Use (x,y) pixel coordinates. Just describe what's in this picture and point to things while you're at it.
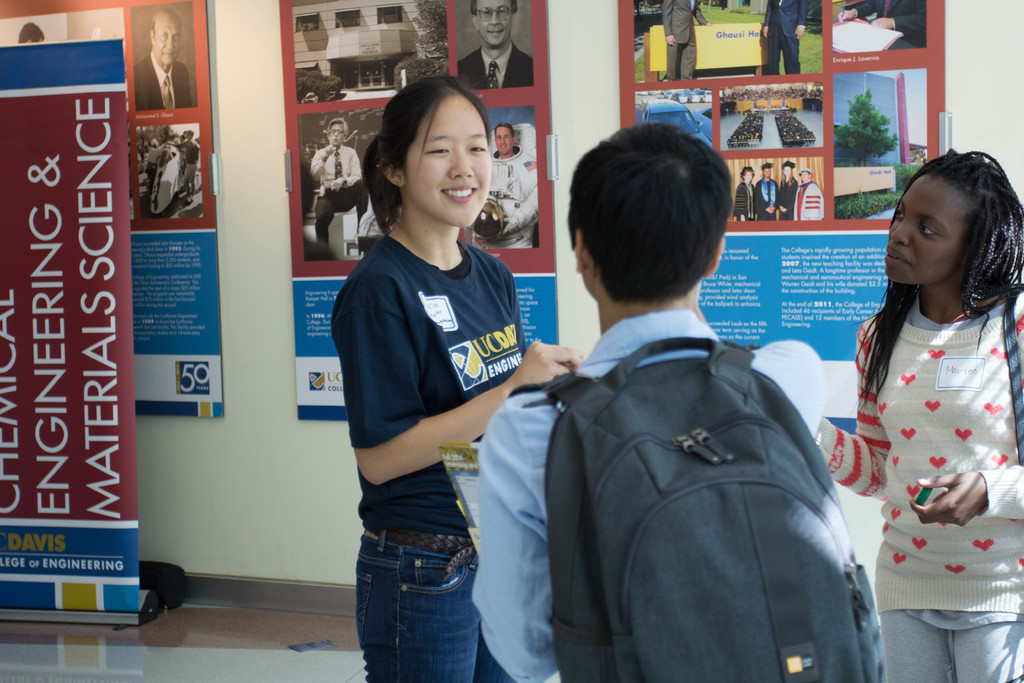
In this picture I can see there are three people (599,284) standing here and the person (491,329) on to left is smiling, she is wearing a blue shirt (421,328) and there is something written on it. The person (698,471) here is wearing a bag (639,528) and the person (972,470) here at the right (931,326) is wearing a sweater (935,409) and in the backdrop (524,196) there is a banner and there are few photo frames (507,29) placed on the wall (239,86) with few pictures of men (678,32).
